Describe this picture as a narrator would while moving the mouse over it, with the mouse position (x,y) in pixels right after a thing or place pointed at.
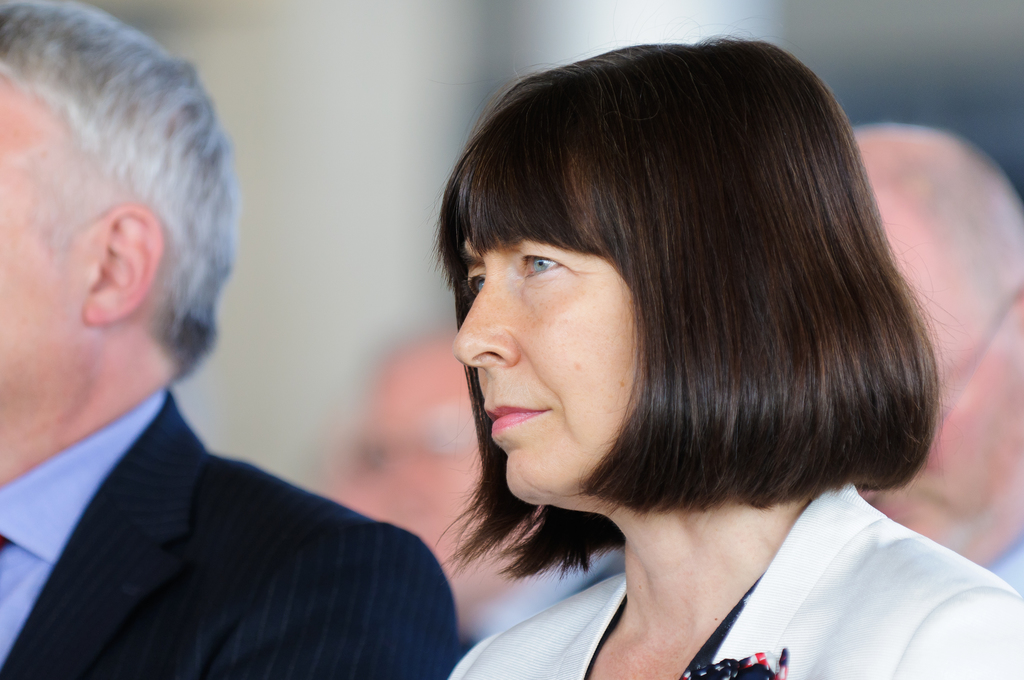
In this picture I can see a woman (671,438) and a man (199,311) in front (729,375) and I see that the woman (629,438) is wearing white and black color dress (752,597) and the man (180,502) is wearing black and light purple color dress (67,497). I see that it is blurred in the background (987,341) and I see 2 persons (908,201).
